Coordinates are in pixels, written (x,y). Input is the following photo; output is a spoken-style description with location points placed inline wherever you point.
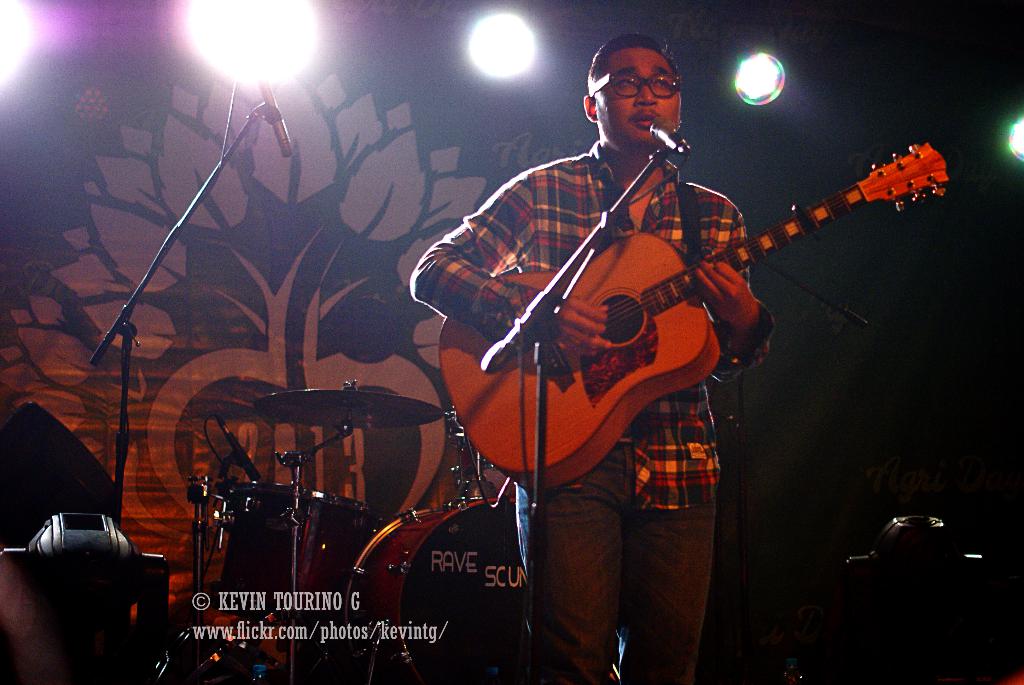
In this image there is a man (671,416) standing. He is playing a guitar (593,297). In front of him there is a microphone (657,131) to its stand (537,419). Behind him there are drums (360,550), drum stands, cymbals (313,412) and microphones (228,438). In the background (338,270) there is a wall (369,231). At the top (472,34) there are spotlights (251,38). At the bottom (264,608) there is text (286,624) on the image.
